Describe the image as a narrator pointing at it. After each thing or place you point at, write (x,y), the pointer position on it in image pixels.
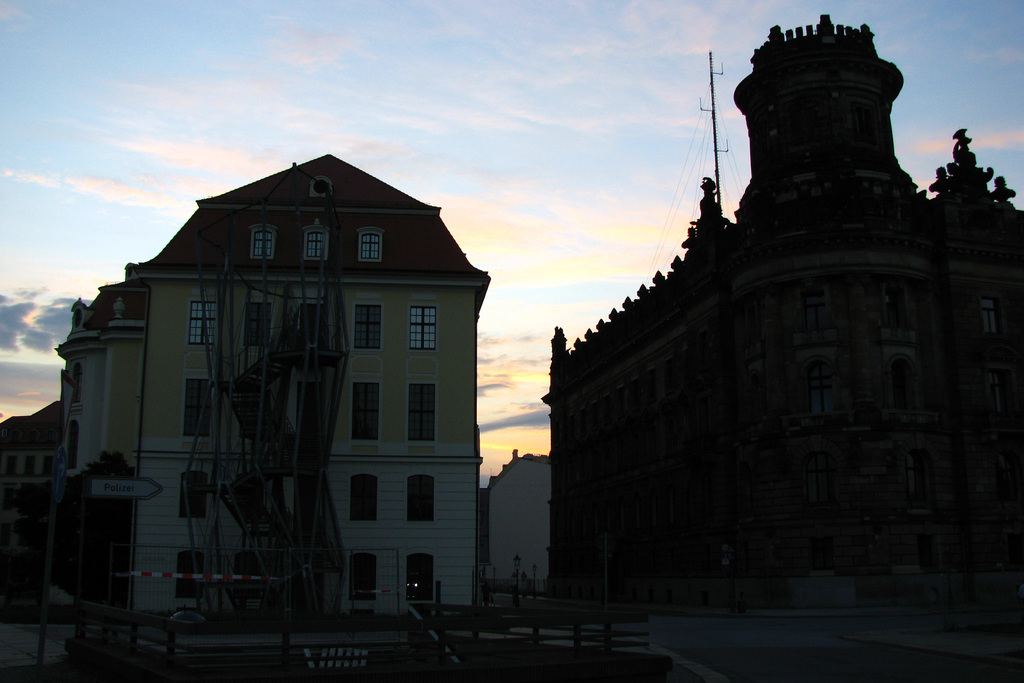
In this image we can see buildings (573,419), poles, boards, trees (95,473), railing (340,631), road (670,624), and an object (292,332). In the background (593,165) there is sky (700,162) with clouds (560,235).
